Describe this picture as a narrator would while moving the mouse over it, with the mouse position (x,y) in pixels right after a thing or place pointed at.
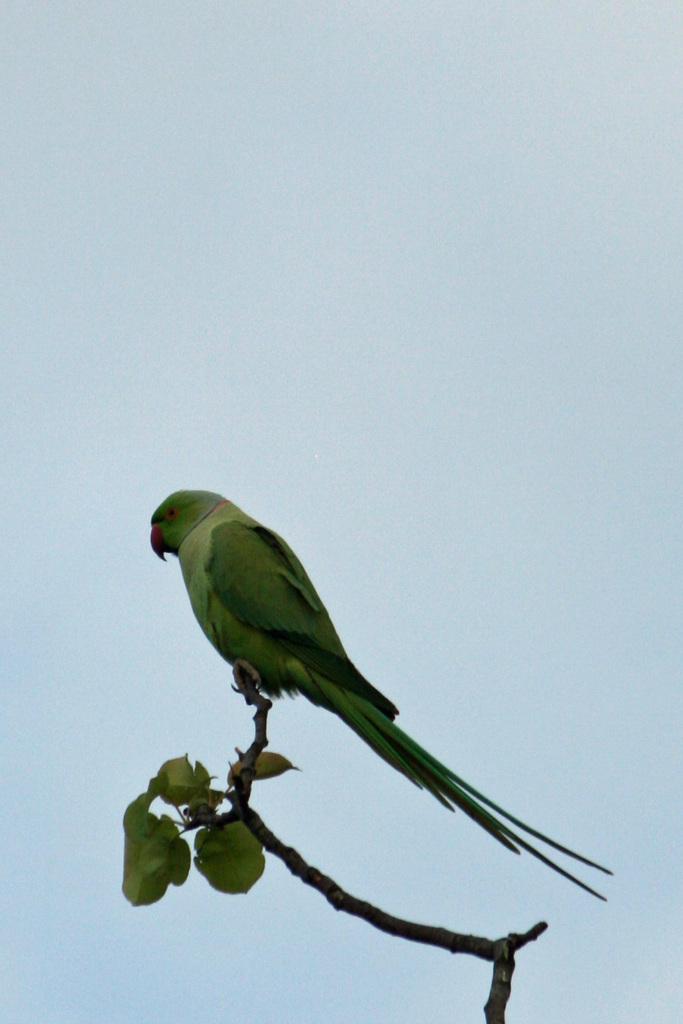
In this image there is a bird (310,613) on the branch (208,814) of a plant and the sky (287,80).
